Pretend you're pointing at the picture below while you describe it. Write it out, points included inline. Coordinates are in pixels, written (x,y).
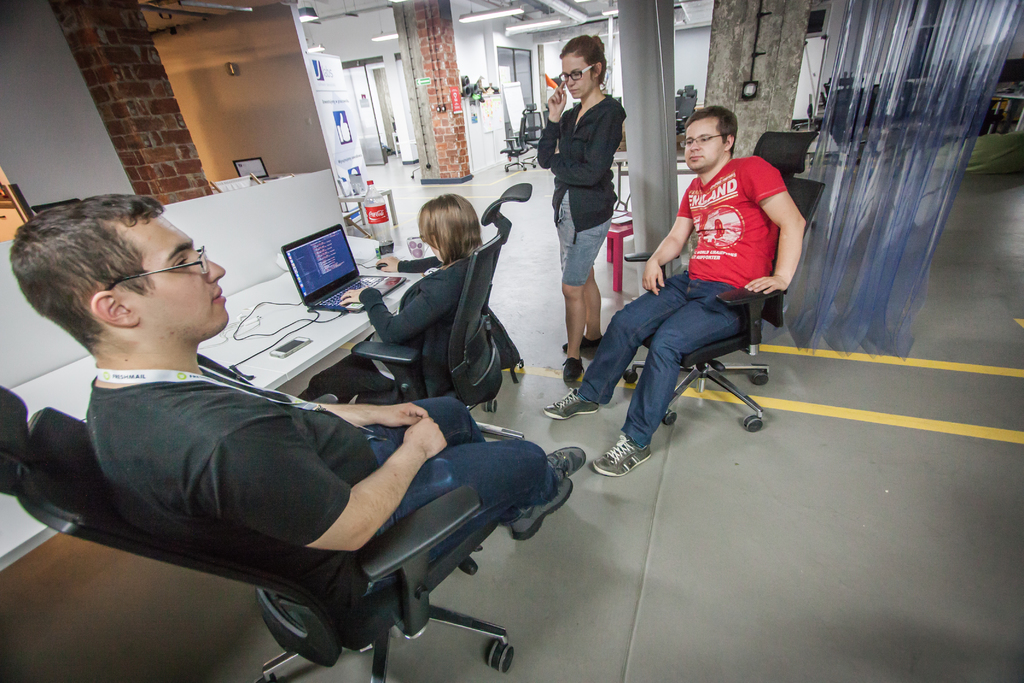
This 3 persons (432,323) are sitting on a chair (733,342). This woman (585,248) is standing. On this table (322,346) there is a mobile (300,343), cables (300,329), laptop (351,275) and bottle (387,211). Far there is a monitor (264,168). Far we can able to see chairs (537,116). This is curtain (868,172).
